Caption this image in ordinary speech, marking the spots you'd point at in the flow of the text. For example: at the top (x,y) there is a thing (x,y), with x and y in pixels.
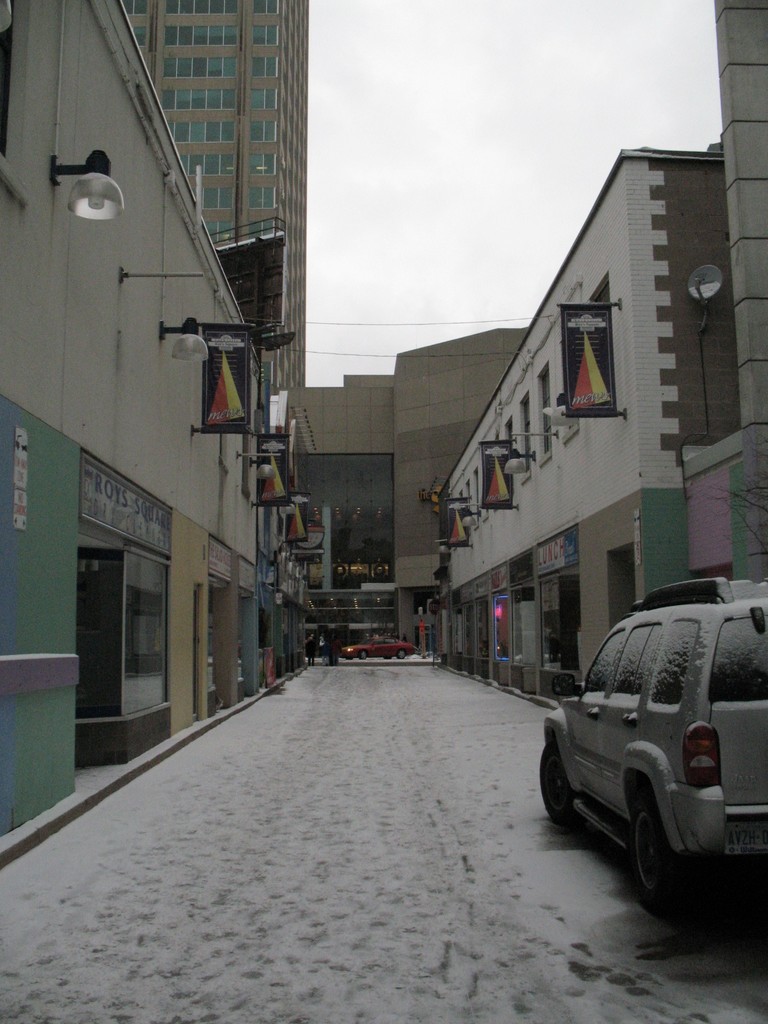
In this image in the middle (423,663) there is a path (359,822). On the path (405,860) there are vehicles (619,802). On both sides of the path (359,759) there are buildings (78,319). The sky (465,178) is cloudy.
